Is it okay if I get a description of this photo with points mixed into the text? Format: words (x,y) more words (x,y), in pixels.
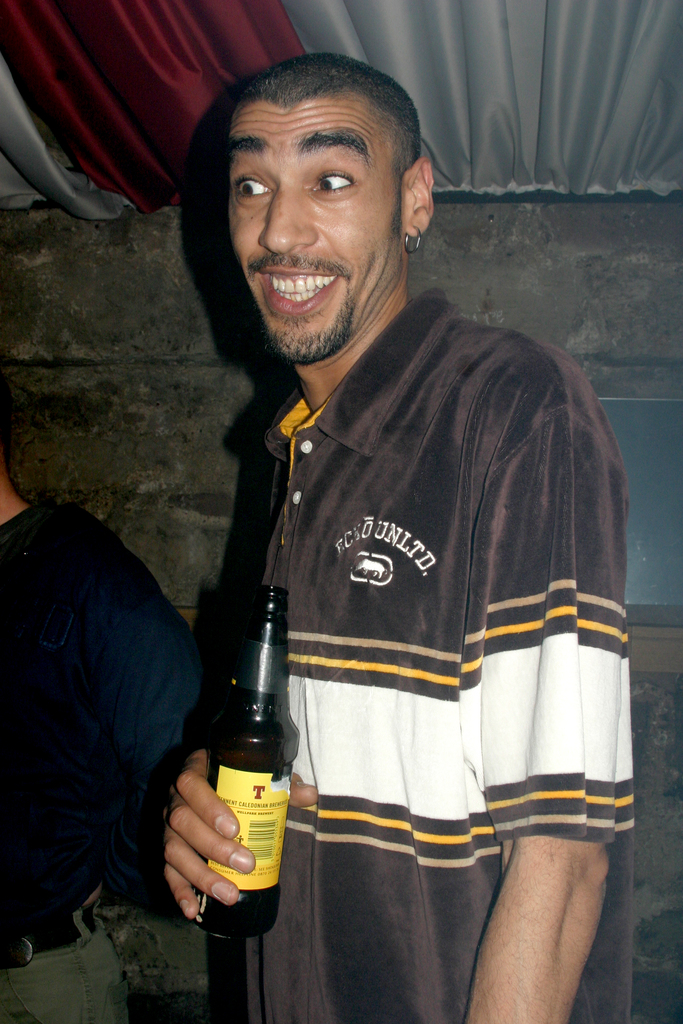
A man (408,508) wearing a brown and white shirt (429,696) is smiling and holding a bottle (253,731). Beside him there is an another person (82,717). Behind them there is a wall (104,323) and a cloth (601,77).
